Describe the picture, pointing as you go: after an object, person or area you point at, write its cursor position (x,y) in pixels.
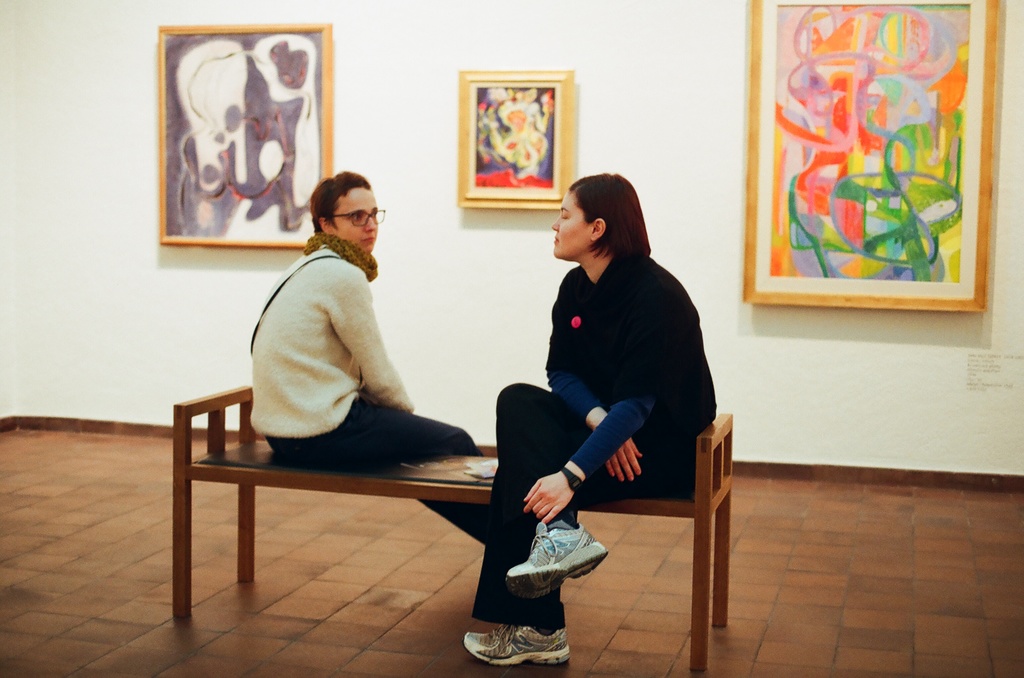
In the middle of the image (617,311), there are two persons (619,308) in different color dresses (305,340) sitting on a wooden bench (182,445) which is on a floor (770,583). In the background (893,137), there are paintings (548,130) attached to the white wall (339,116).
